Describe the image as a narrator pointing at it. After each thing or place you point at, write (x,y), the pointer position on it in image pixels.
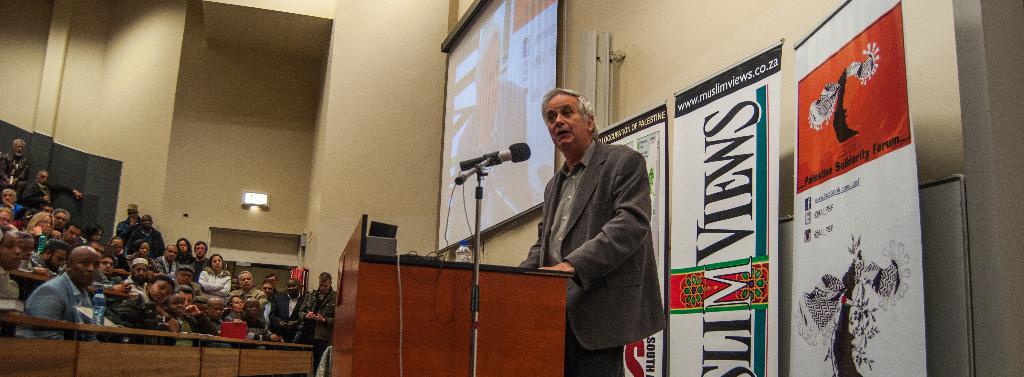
This image is taken indoors. In the background (354,150) there are a few walls (108,62). There are a few banners (702,174) with text (706,249) on them and there is a projector screen (513,86) on the wall (631,52). In the middle of the image (379,223) there is a podium (506,271) with a few things (468,244) on it. There is a mic (477,166) and a man (573,213) is standing on the floor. On the left side of the image (102,243) many people (142,302) are sitting on the chairs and there are many tables (230,356) with a few things (232,329) on them. A few people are standing on the floor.
